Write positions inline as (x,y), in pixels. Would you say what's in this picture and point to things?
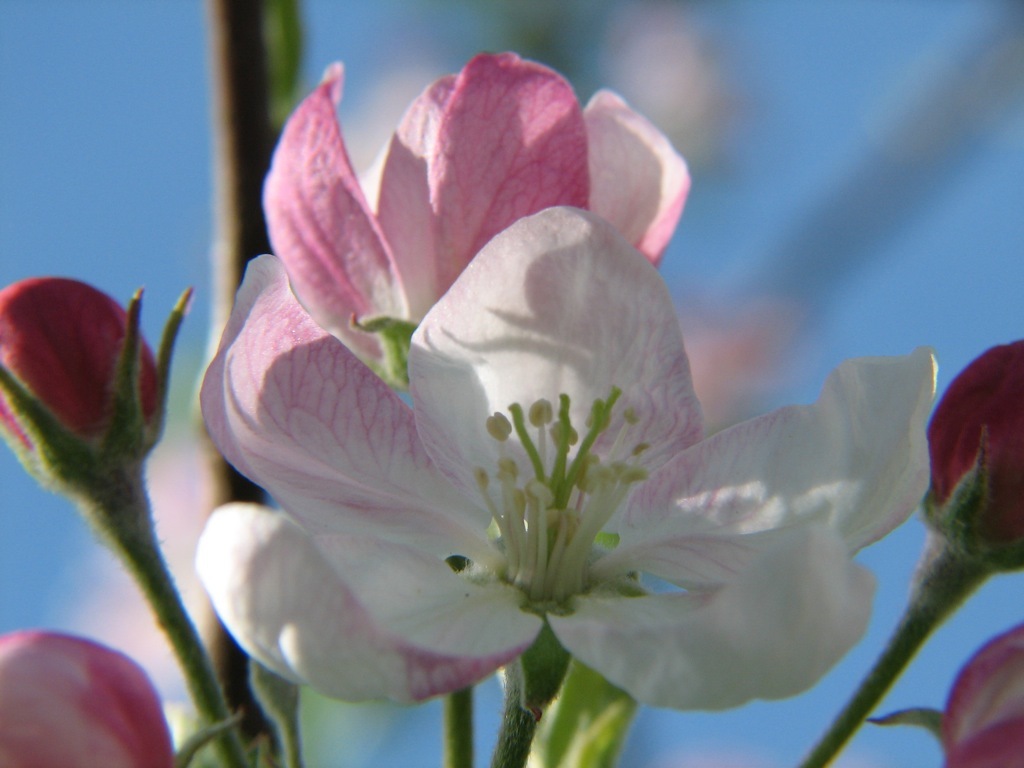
There are beautiful flowers (363,380) and flower buds (964,455) to a plant (74,450), the flower (334,403) is of pink and white color.
